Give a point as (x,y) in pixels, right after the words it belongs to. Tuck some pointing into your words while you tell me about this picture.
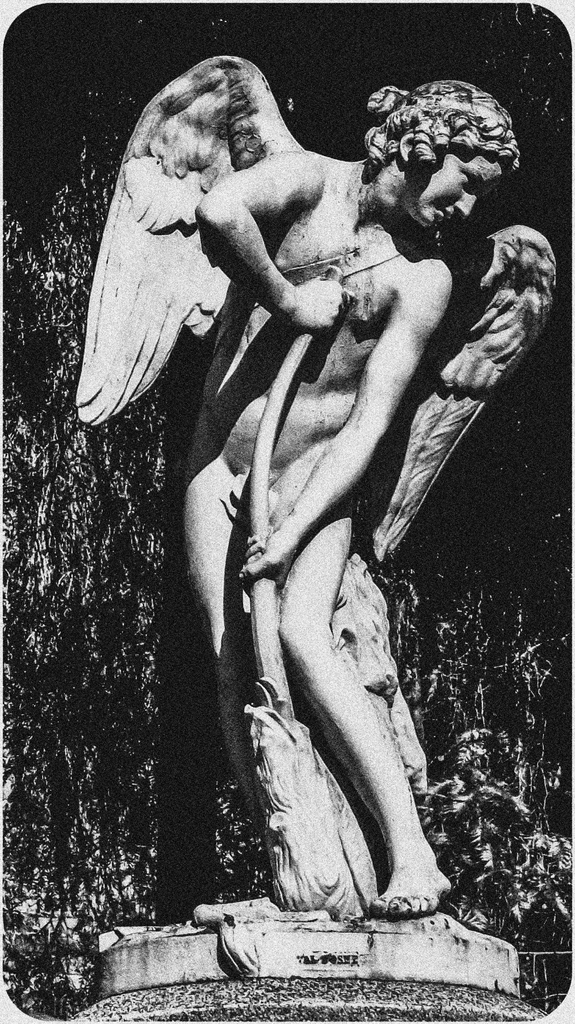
This is a black and white image. In the center of the image (292,586) we can see a statue (265,721). In the background (539,754) the image is dark.
